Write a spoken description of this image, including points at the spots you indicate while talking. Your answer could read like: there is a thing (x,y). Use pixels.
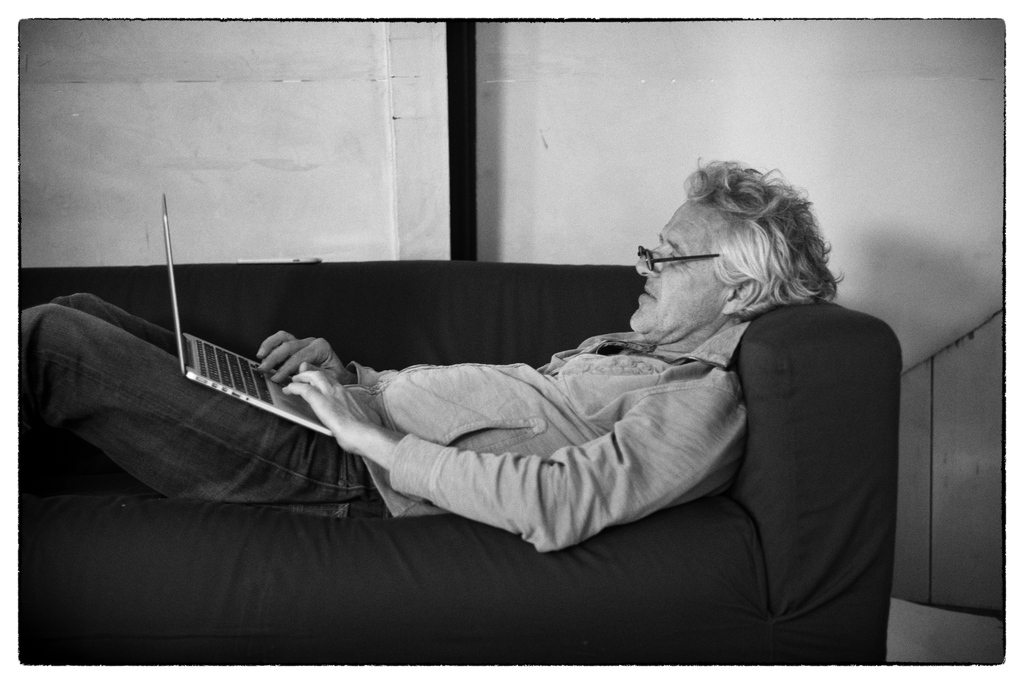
Here in this picture we can see a person (331,385) lying on a couch (760,350) and he is handling the laptop (306,417) present on his thighs (173,334) and we can see he is wearing spectacles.
